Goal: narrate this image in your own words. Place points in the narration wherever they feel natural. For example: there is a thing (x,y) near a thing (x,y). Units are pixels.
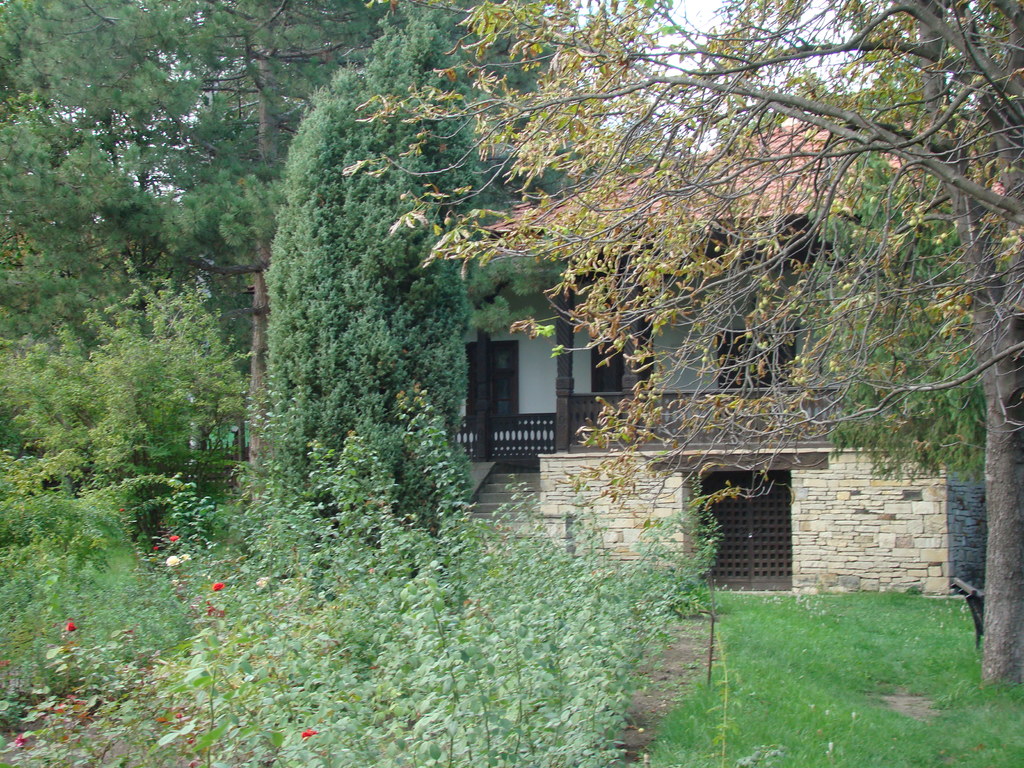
In the center of the image (535,381) there is a house (666,495). In the background (107,380) there are trees (387,50) and sky (720,3). At the bottom (334,721) there are plants (585,677) and grass (797,672).
